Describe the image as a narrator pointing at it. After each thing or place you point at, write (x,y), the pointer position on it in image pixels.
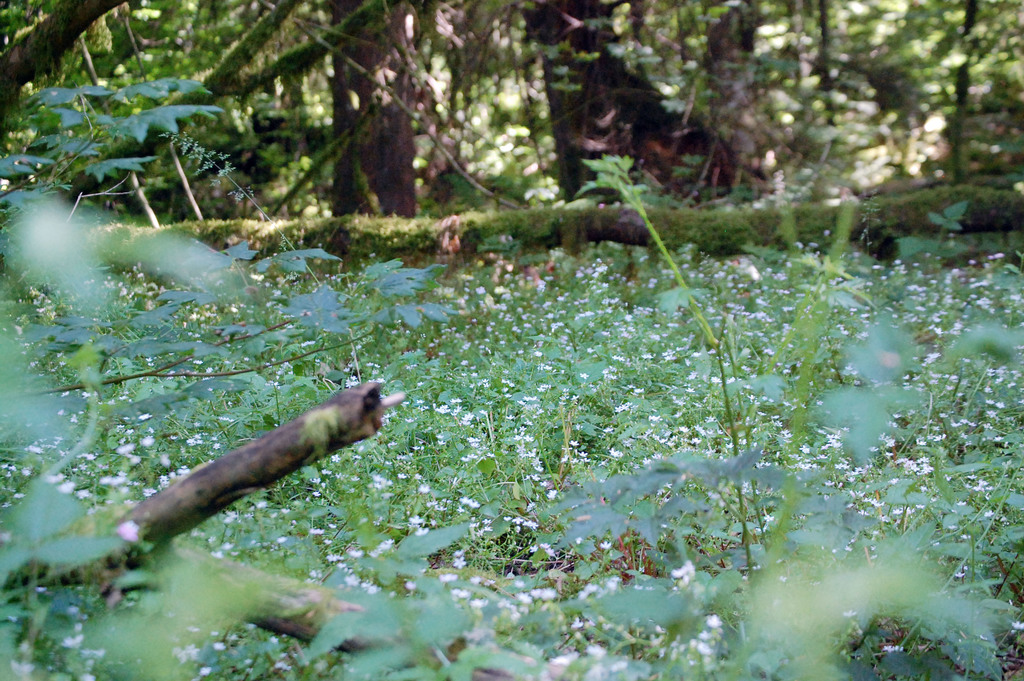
In this picture we can see some flowers (630,443) to the plants (585,403), around we can see some trees (161,51).
